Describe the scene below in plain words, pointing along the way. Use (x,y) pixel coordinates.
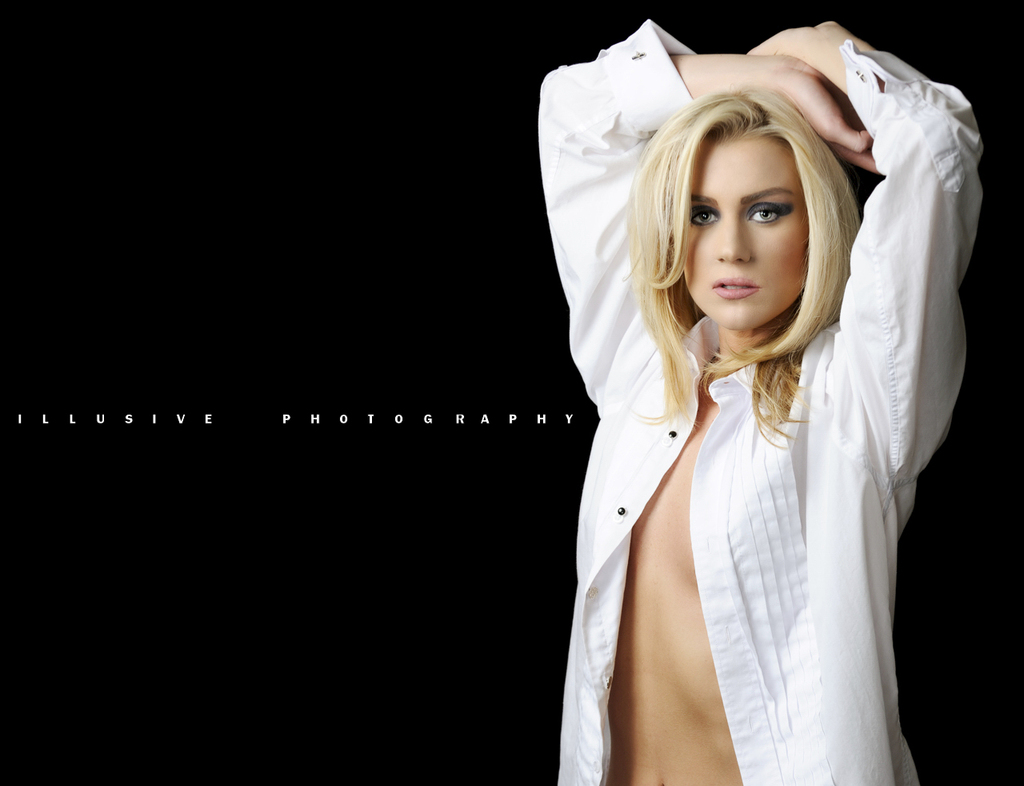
In this picture I can see a woman (716,509) standing, there is dark background (407,427) and there is a watermark (366,422) on the image.
